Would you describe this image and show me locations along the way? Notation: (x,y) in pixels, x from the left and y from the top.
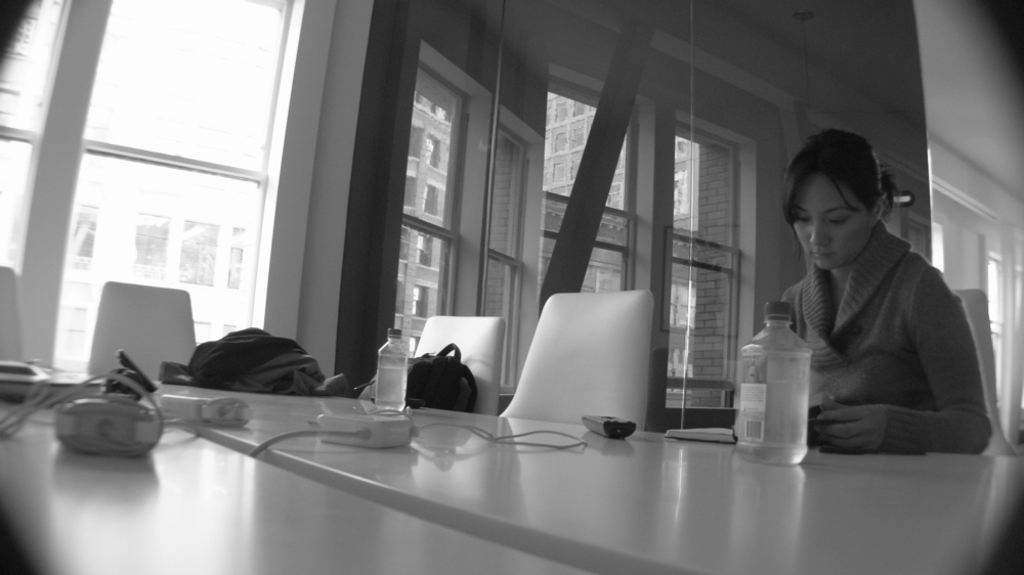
In this picture there is a table (238,456) on which some equipment (336,421), water bottle (399,371), remotes (596,423) and bags (250,374) were placed. In front of a table (671,464) there is a woman (834,277) sitting in the chair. There are some empty chairs (549,392). In the background (477,216), there is a window (428,201) and a wall (659,66) here.
